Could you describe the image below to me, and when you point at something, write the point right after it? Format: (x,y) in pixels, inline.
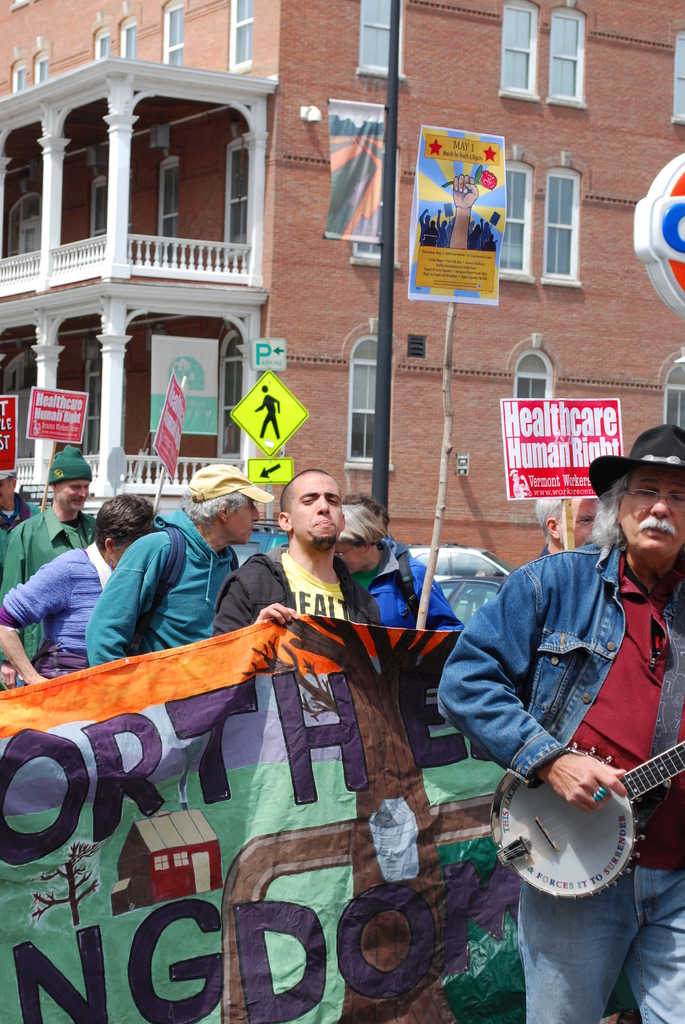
In this picture group of people (302,604) standing. This person (269,581) holding a banner (285,826). On this background (234,172) we can see building (451,57), wall (453,66), banners (443,223). There is a pole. This person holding a music instrument (580,838). This person (75,476) wear cap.
